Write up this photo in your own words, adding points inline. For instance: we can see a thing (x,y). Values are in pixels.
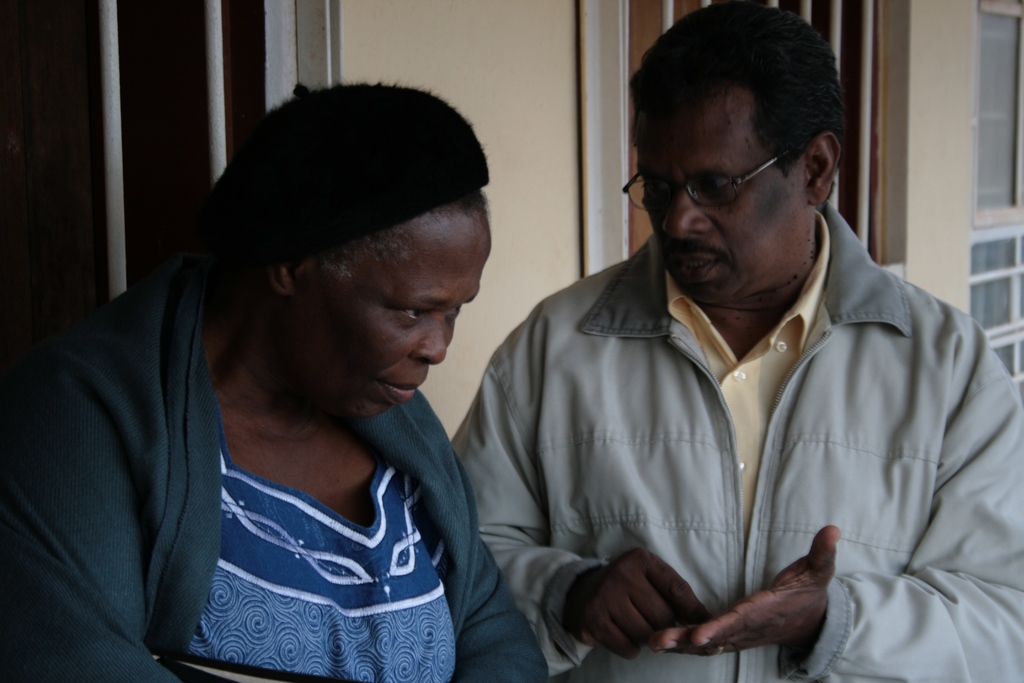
In this image we can see two people (337,465) standing. A man (732,422) standing on the right (715,454) is wearing a jacket (705,508). In the background (514,220) there is a wall (502,174) and windows (871,58).
